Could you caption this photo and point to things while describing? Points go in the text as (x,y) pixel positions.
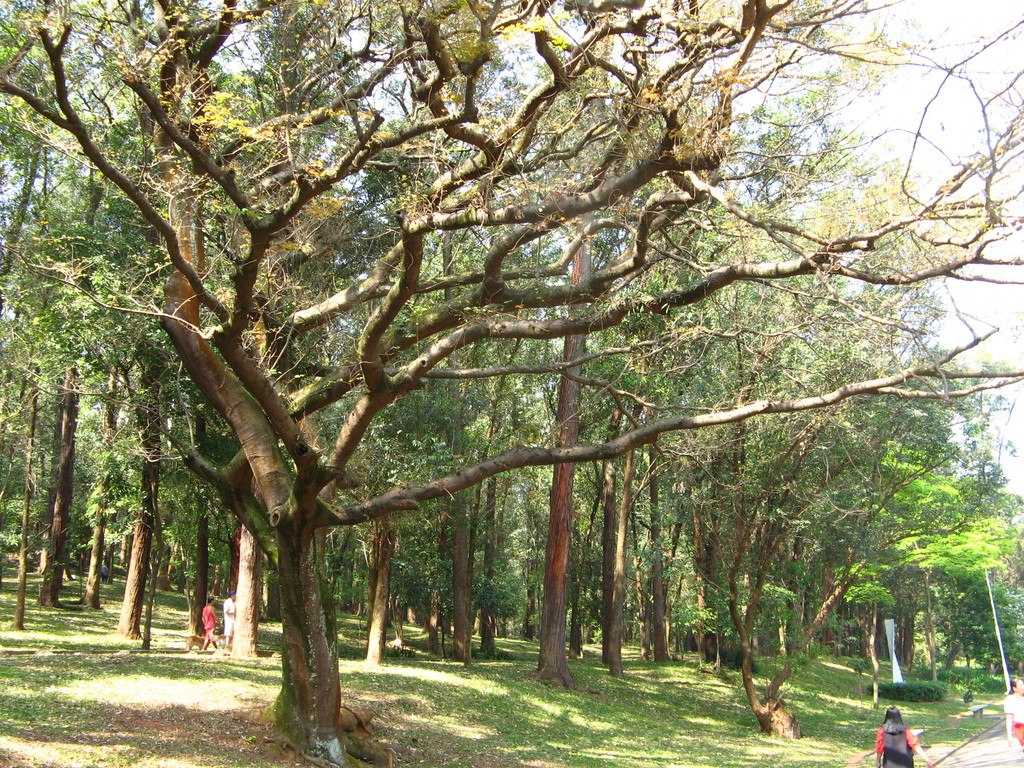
There are two persons (207,611) standing at the bottom of this image (230,615) and there are two women (890,746) standing in the bottom right corner of this image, and there are some trees (544,465) as we can see in the middle of this image (372,449), and there is a sky (757,102) in the background (531,88).
